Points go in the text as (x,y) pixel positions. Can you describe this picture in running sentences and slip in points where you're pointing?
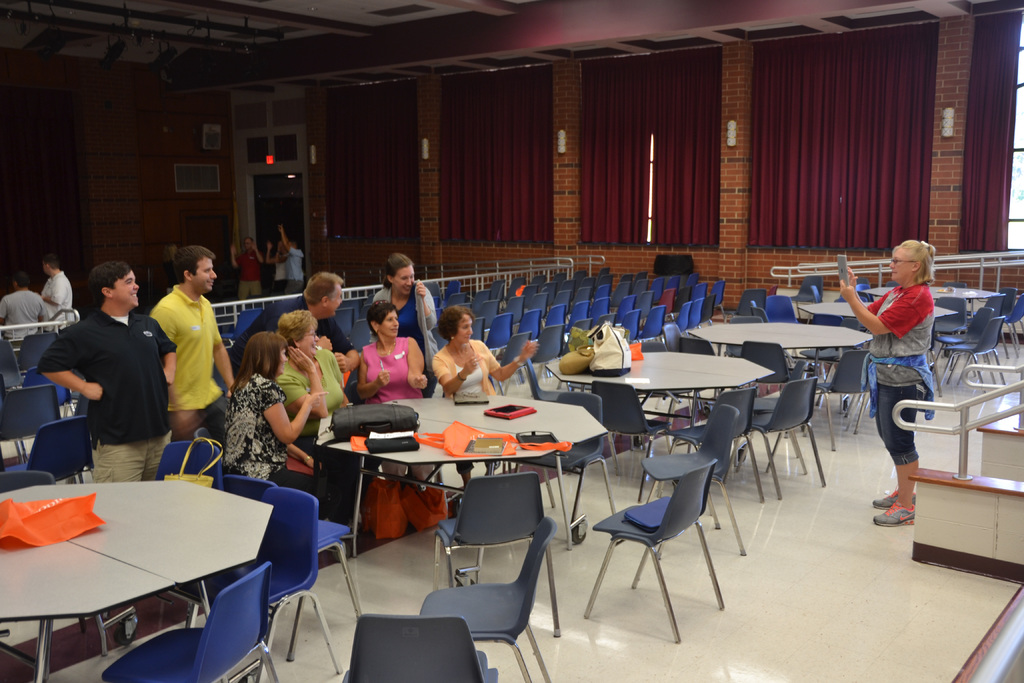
In this image, I can see few people (262,434) sitting and groups of people (142,374) standing on the floor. I can see the bags (401,424) and few other objects (516,412) on the tables (658,374) and there are chairs (562,334). In the background (519,183), I can see the curtains (655,180), light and few other objects (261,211). At the top of the image (249,40), there is a ceiling (617,41).
